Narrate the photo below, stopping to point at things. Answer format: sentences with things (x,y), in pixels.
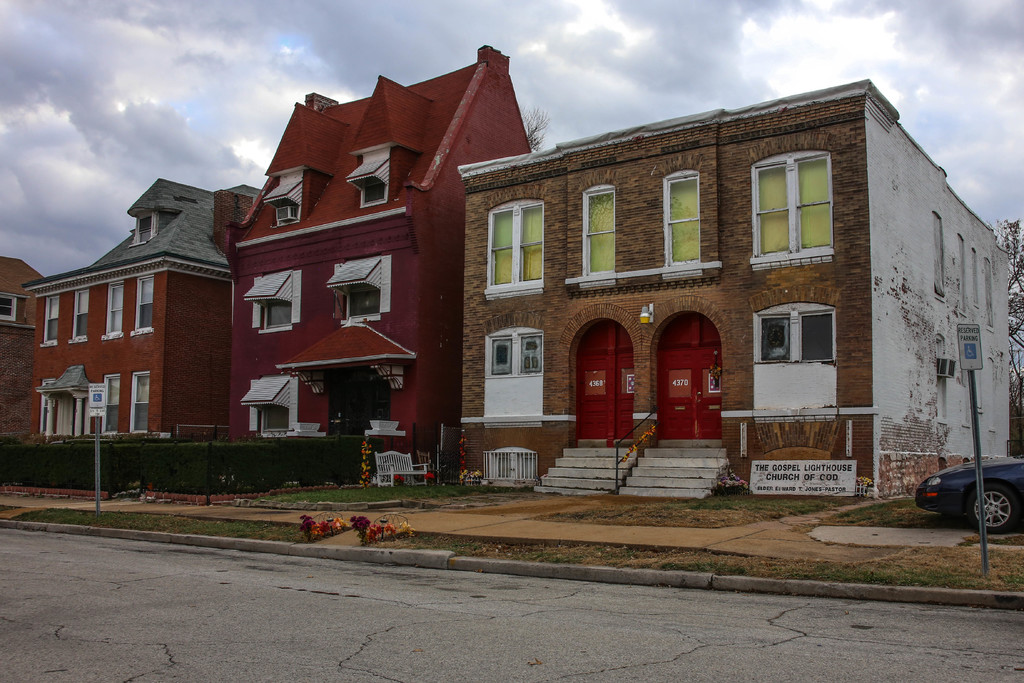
In this image we can see a few buildings (334,361), there are some windows (141,299), doors (621,373), poles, boards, plants (125,473), trees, staircase (593,471), bench (379,467) and a vehicle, in the background (507,19) we can see the sky (507,20) with clouds (507,20).
